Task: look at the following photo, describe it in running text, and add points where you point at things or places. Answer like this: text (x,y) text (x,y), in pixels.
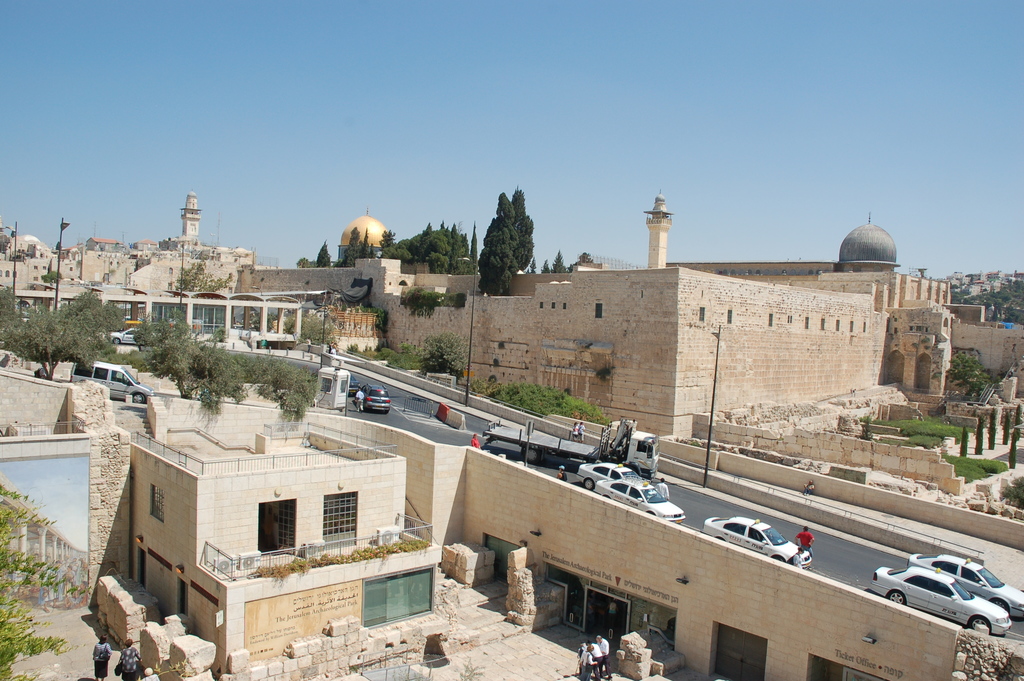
In this image we can see buildings (397,265), trees (388,251), road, bridge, cars (96,377), poles (61,254) and sky (438,158).
